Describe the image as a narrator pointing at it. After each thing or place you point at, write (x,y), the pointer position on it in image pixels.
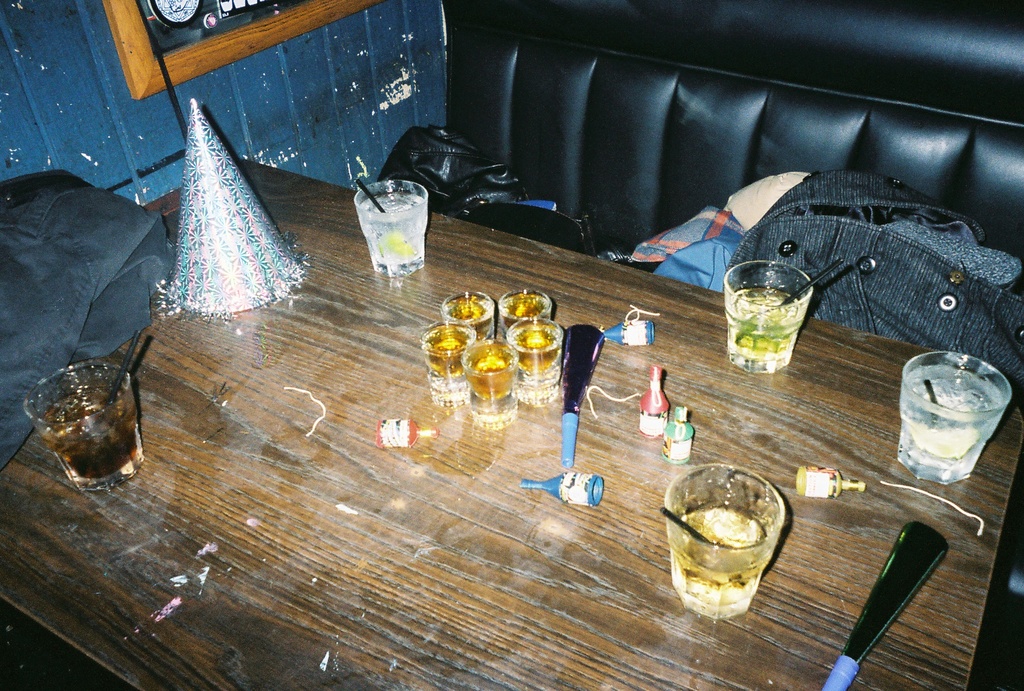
On this table (445,565) there is a jacket (76,294), glasses (500,389) and cap (270,269). On this couch (605,146) there are clothes (769,231). Picture (171,38) on wall (99,76).
